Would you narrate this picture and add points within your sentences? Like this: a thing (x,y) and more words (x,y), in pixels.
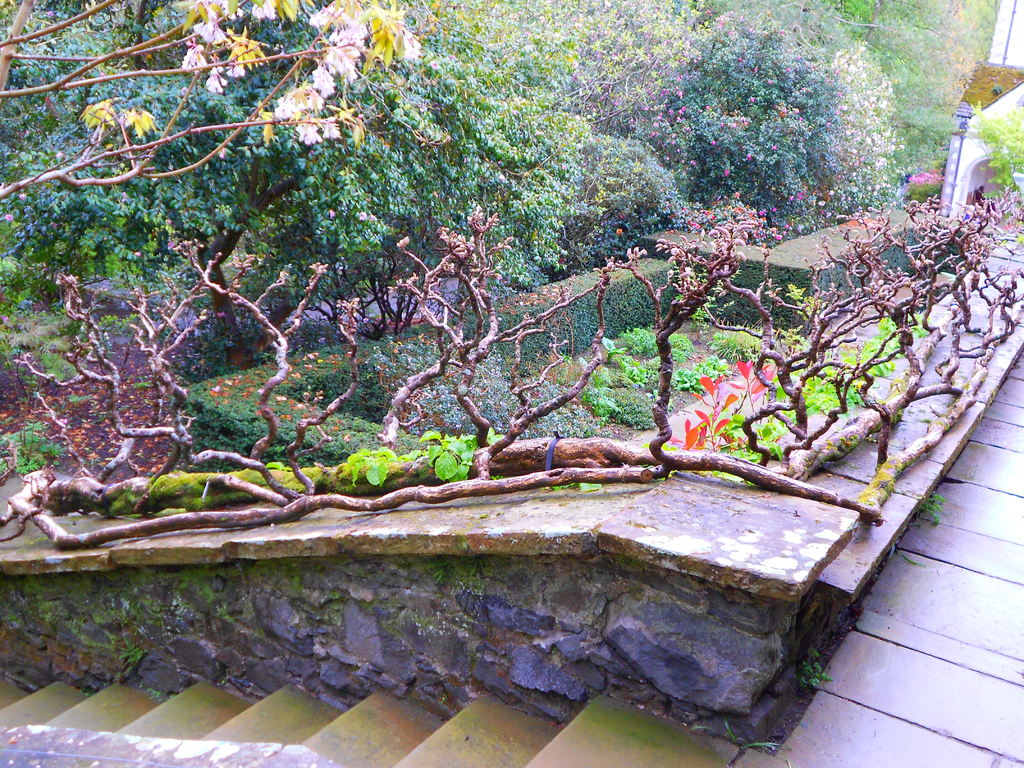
In this image I can see trees (605,69), plants (612,345), the grass (732,353) and some other objects (968,139).
